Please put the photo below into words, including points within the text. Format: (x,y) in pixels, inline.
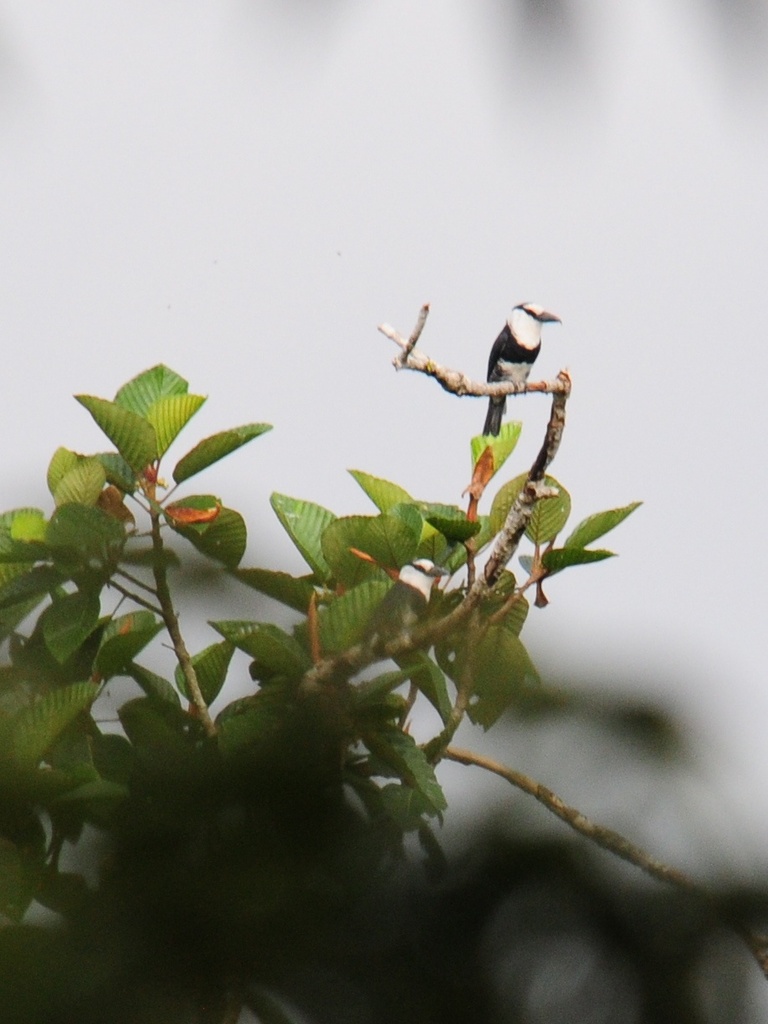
In the foreground of this picture (513,347) we can see a bird (526,349) standing on the stem (507,387) of a plant (150,812). The background of the image (64,278) is blurry.
